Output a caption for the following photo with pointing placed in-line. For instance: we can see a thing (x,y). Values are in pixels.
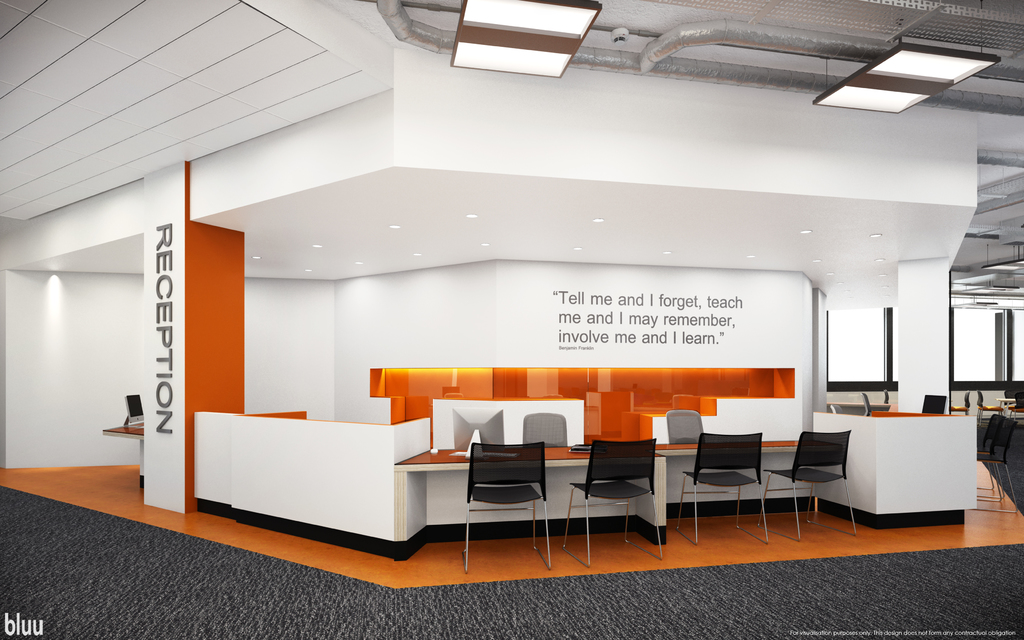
In this picture I can see chairs (1006,431), tables (409,464), there are lights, there are words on the wall (776,364) and on the pillar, and there are watermarks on the image.
